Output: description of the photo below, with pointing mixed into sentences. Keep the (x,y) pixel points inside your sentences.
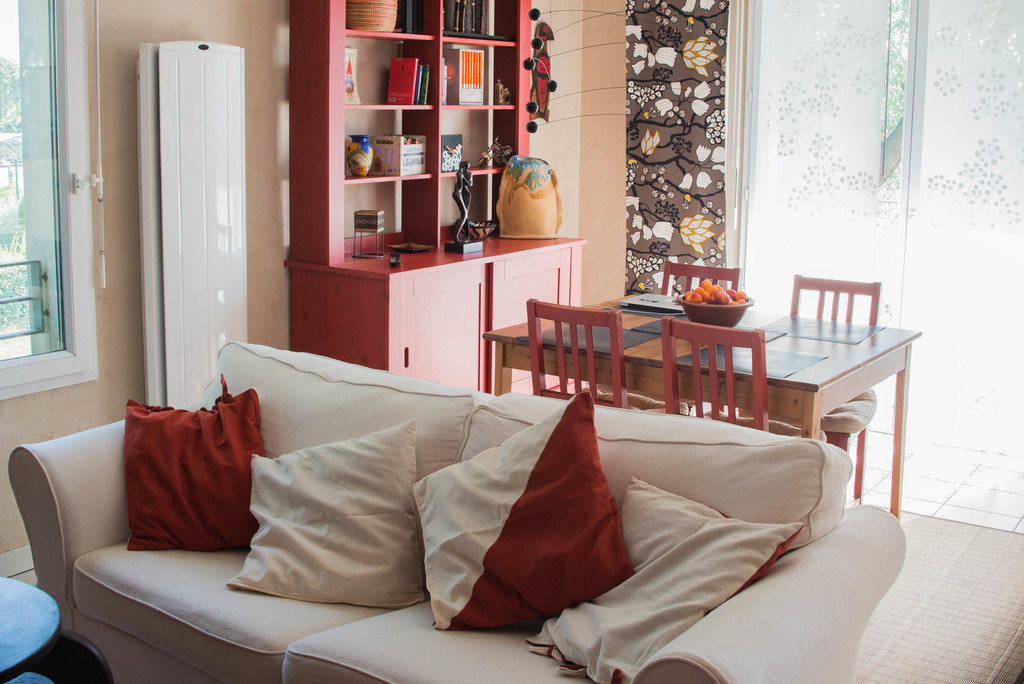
There is a white sofa (312,397) which has four pillows (420,491) on it and there is a dining table (645,321) and a bookshelf (469,113) behind it.
